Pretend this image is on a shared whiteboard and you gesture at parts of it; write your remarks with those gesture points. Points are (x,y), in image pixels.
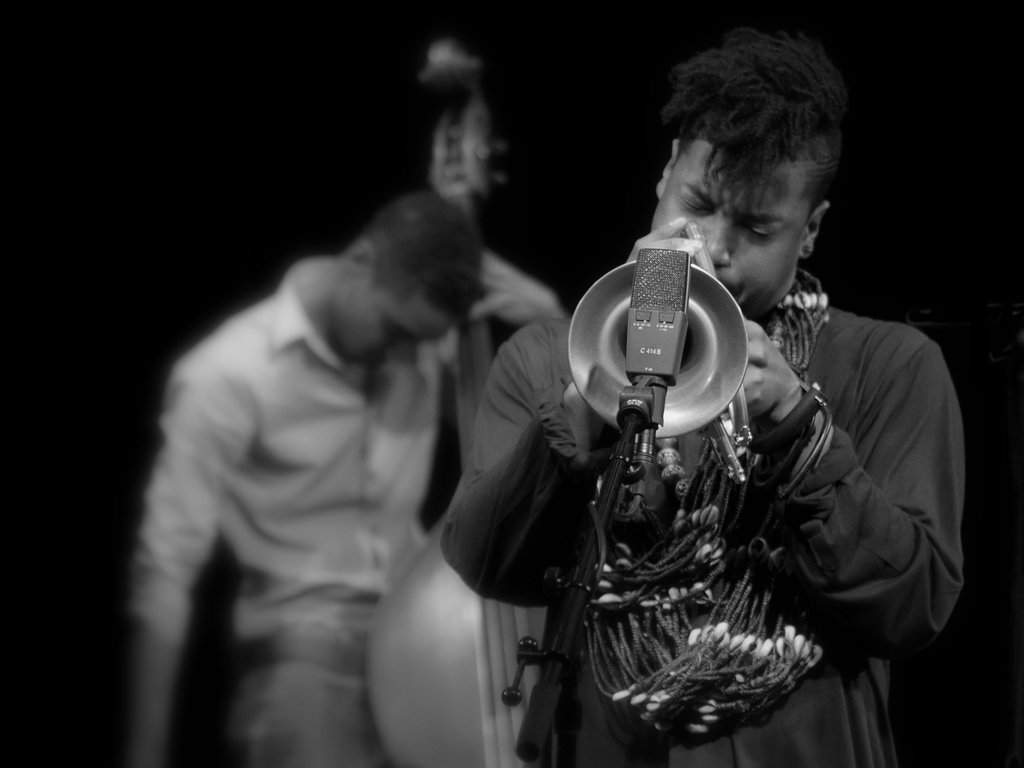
It is the black and white image in which there is a man (851,445) in the middle (669,503) who is playing the trumpet (705,332). In front of him there is a mic (639,377). In the background (328,430) there is another man (352,466) who is holding the double bass (419,648). There are necklaces (660,645) on his neck (803,320).
